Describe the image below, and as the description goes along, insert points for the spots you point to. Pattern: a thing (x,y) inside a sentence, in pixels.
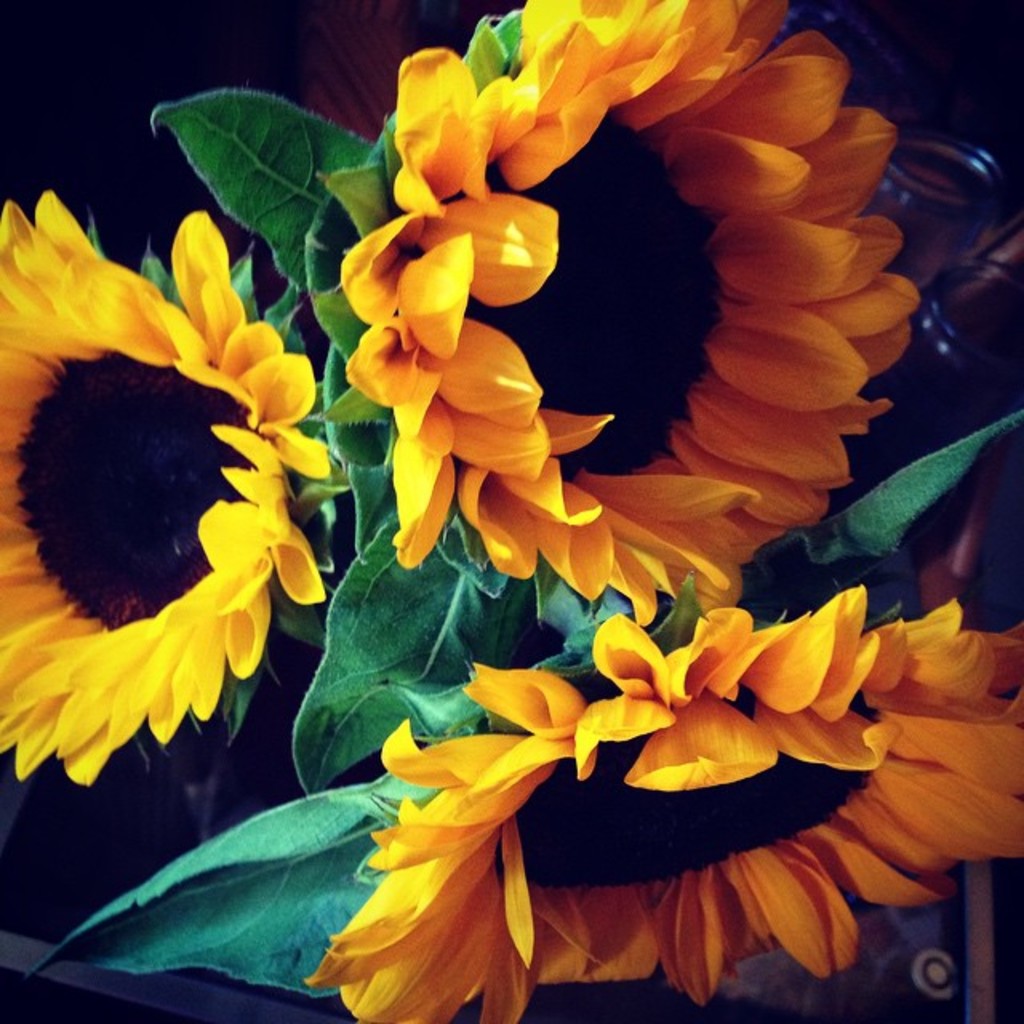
In this Image I can see few yellow and black color flowers (551,677) and few green leaves (351,392). Background (105,89) is in black color.
